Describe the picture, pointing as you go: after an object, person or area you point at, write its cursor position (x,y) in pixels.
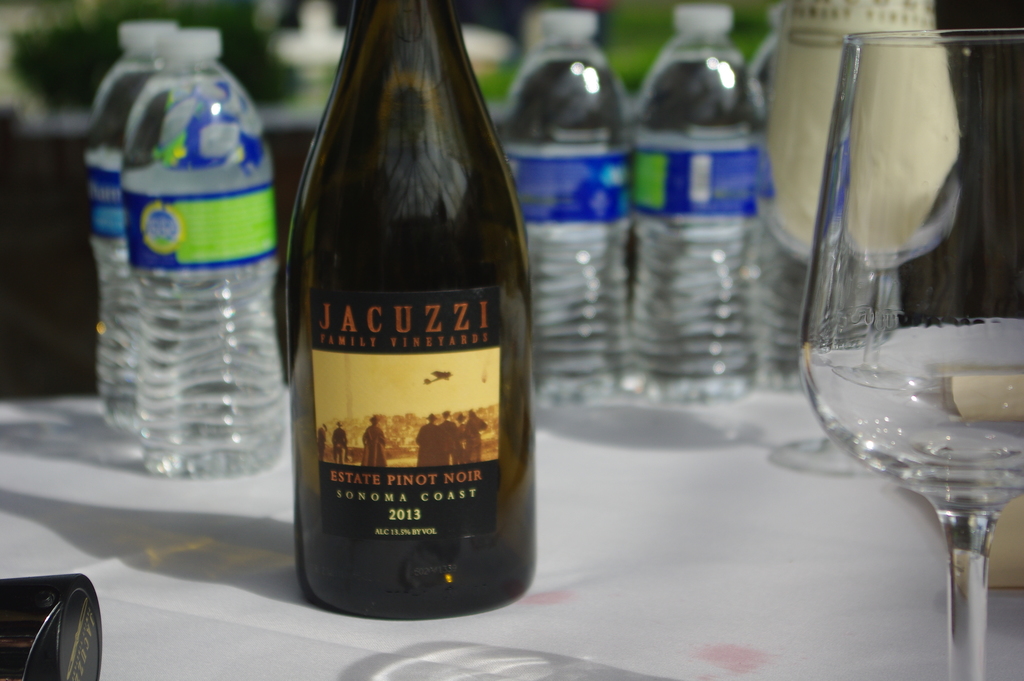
This is a picture on the table (735,513) where we have some bottles (468,230) and a glass (869,416) on it.
